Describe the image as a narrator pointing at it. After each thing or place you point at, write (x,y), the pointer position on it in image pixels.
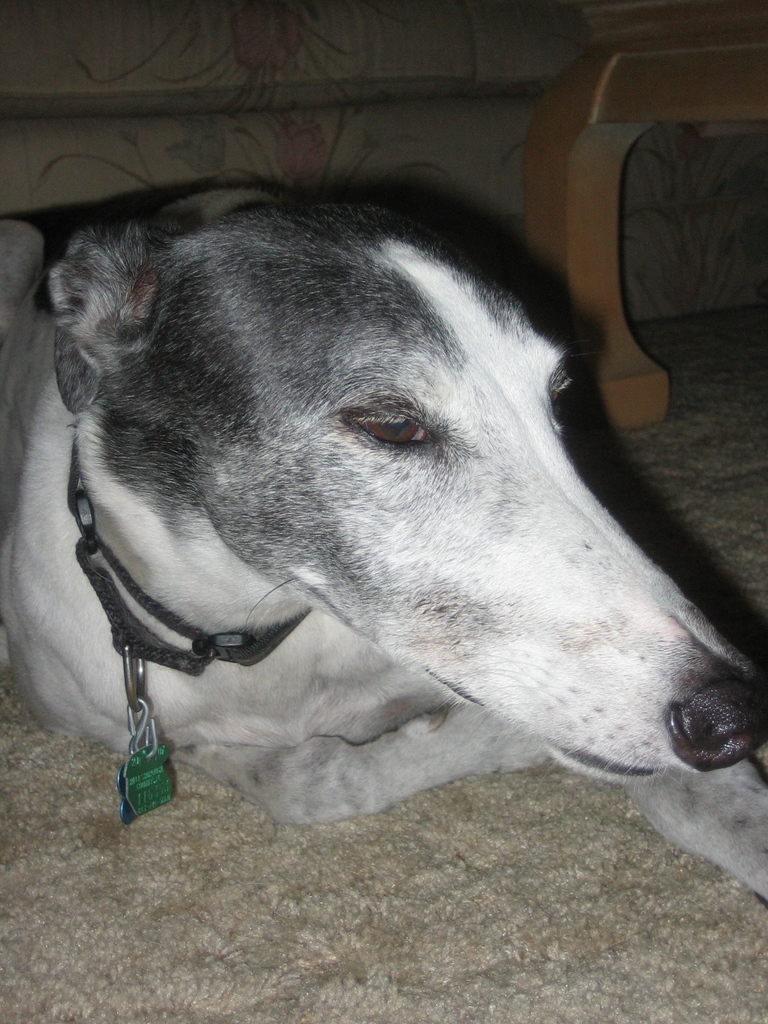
In this picture we can see a dog (314,806) on the floor (399,839), here we can see an object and in the background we can see a sofa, wooden leg (751,60).
